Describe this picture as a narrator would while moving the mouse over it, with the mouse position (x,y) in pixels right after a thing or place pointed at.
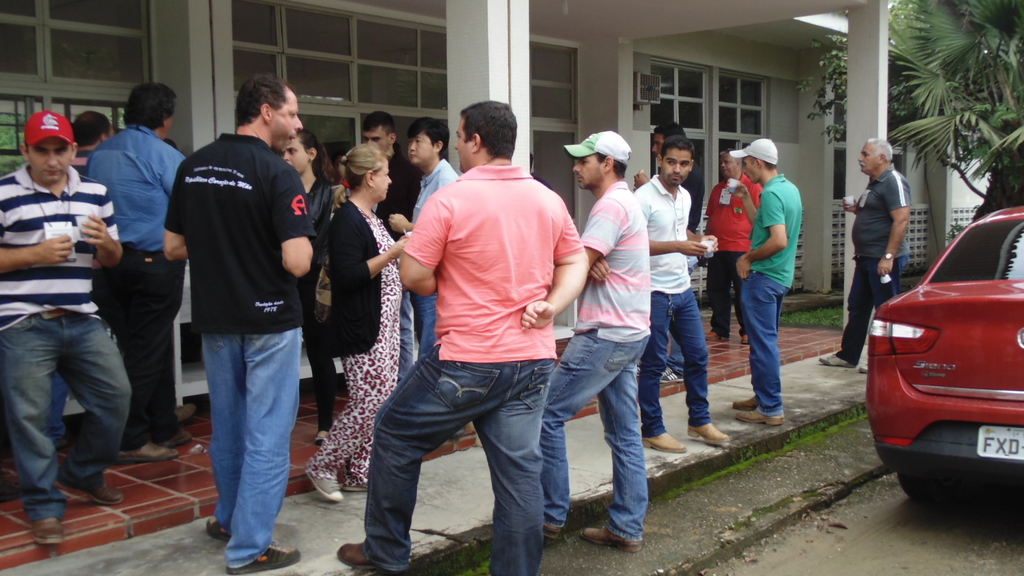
In this image we can see men (507,200) and women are standing in front of a white building (431,61). Right side of the image (923,416) we can see a car (929,340) and trees (938,101).
